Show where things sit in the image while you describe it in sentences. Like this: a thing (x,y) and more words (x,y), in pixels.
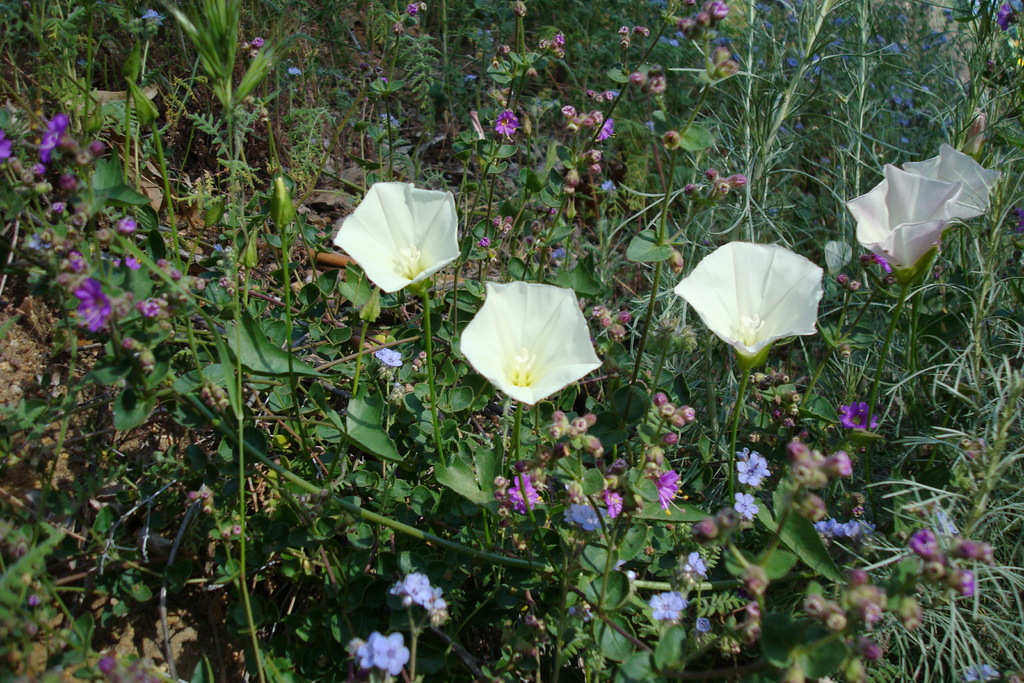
In the image there are flower plants (543,354) all over the land (48,467).
